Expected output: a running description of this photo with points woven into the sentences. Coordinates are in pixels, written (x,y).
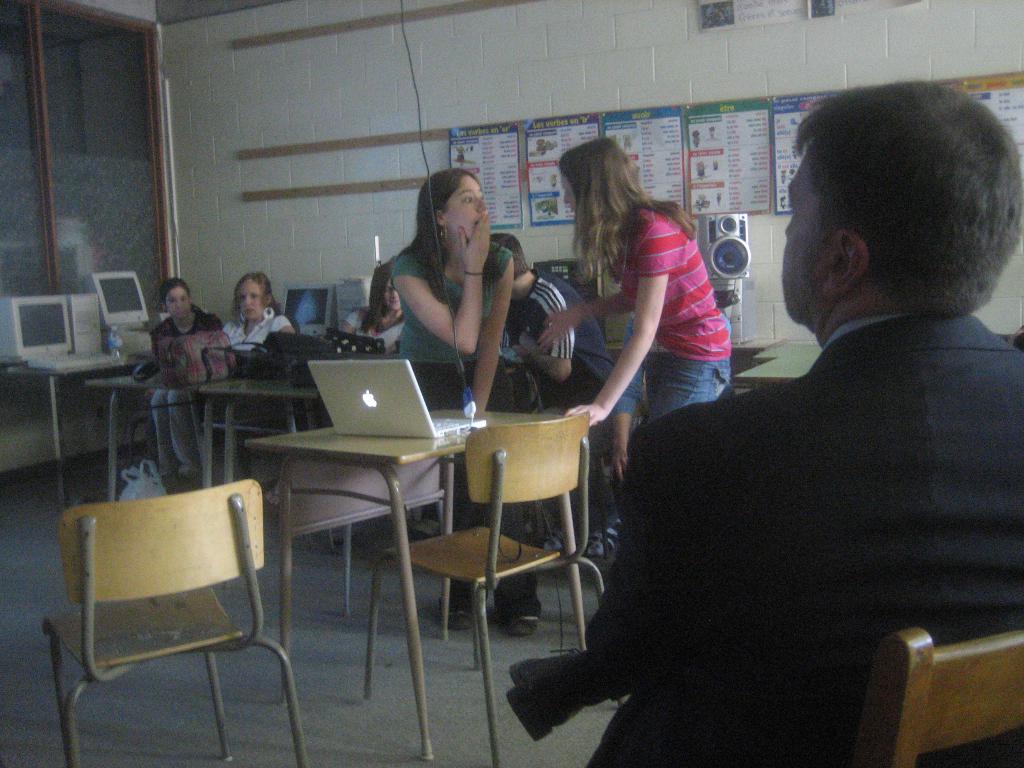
There is a person (949,179) sitting on a chair (1019,660) and he is on the right side (1014,680). Here we can see two woman (680,391) who are standing in the center (433,294) and they are having a conversation. There is a two people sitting on a chair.
